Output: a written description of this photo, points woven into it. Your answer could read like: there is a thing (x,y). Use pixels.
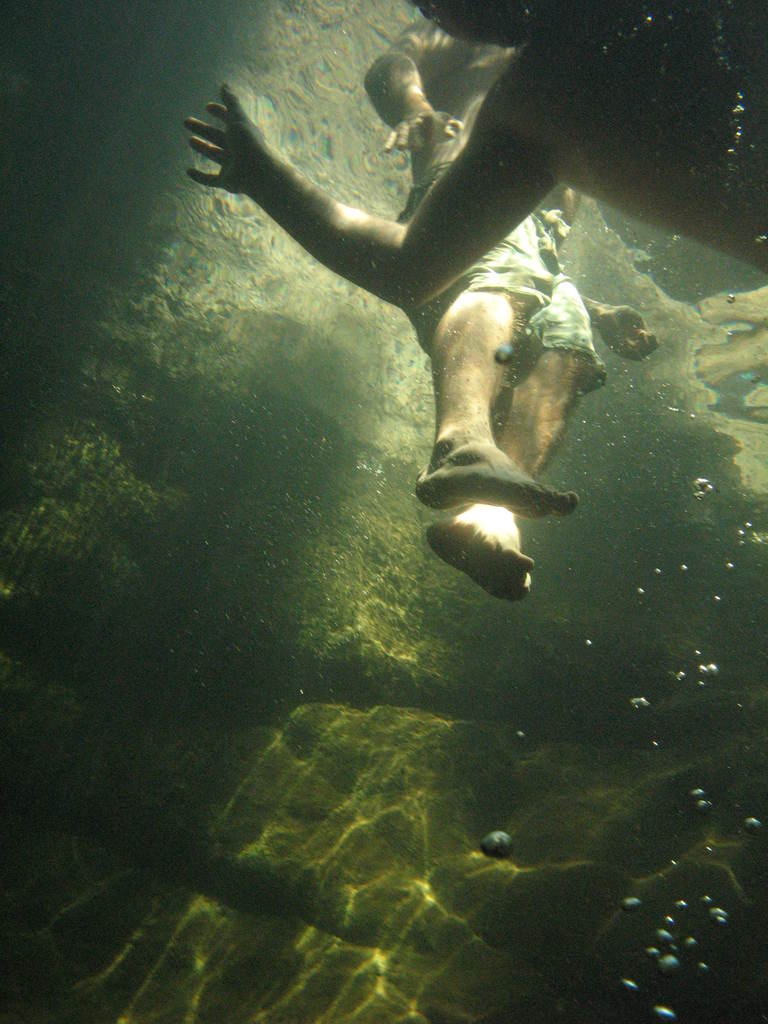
In the image I can see two people (513,178) who are in the water (311,408).
